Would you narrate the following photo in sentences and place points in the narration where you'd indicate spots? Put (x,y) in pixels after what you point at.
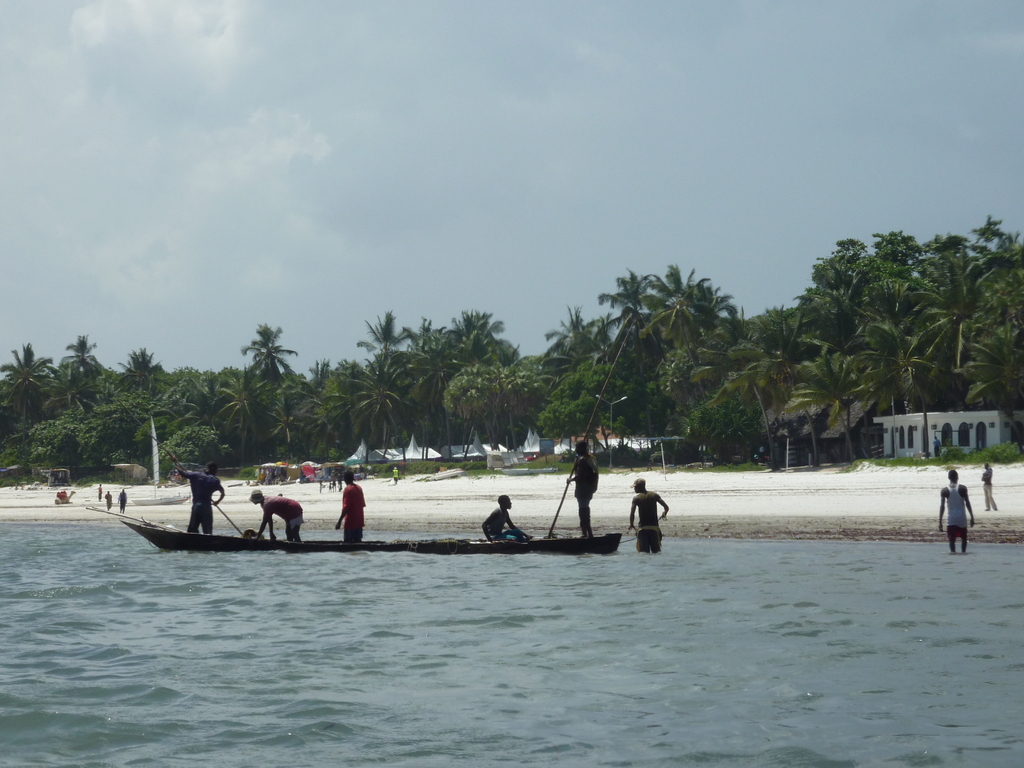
In the foreground of the picture (479,542) there is water (117,552), in the water (340,558) there is a boat (468,540), on the boat (246,542) there are people (256,491). In the center of the picture (399,386) there are trees (196,399), palm trees (396,420), houses (984,445), people (123,491) and sand (920,488). Sky (140,39) is cloudy.
